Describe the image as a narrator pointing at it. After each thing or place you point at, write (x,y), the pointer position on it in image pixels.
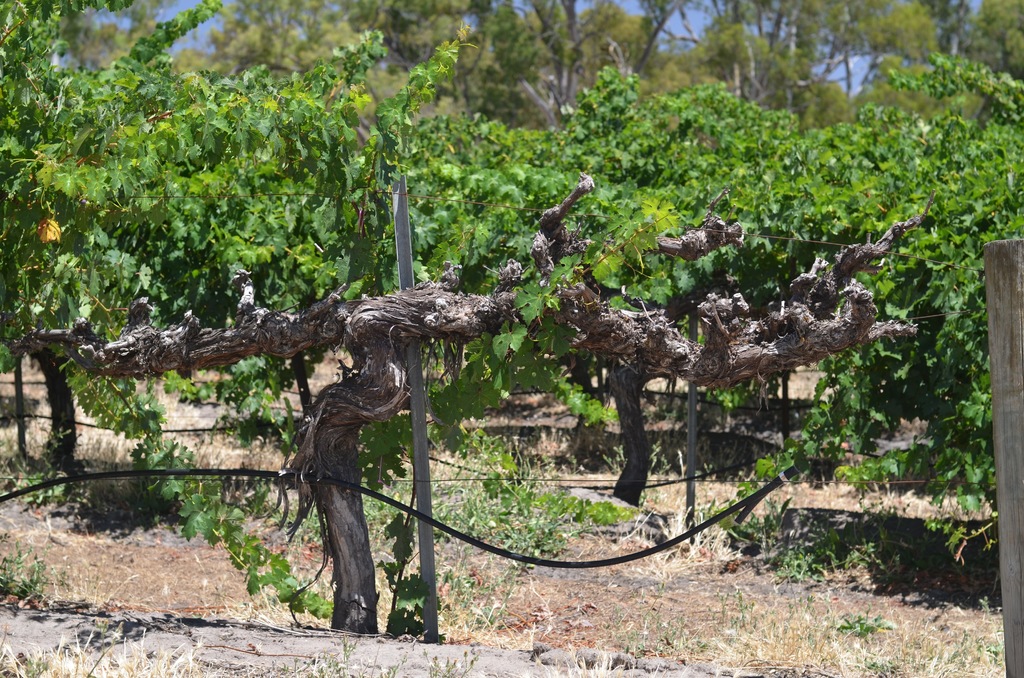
In this image, we can see some trees (609,15) and plants (559,390). There is a pole (416,426) and pipe (423,515) in the middle of the image (419,427).
